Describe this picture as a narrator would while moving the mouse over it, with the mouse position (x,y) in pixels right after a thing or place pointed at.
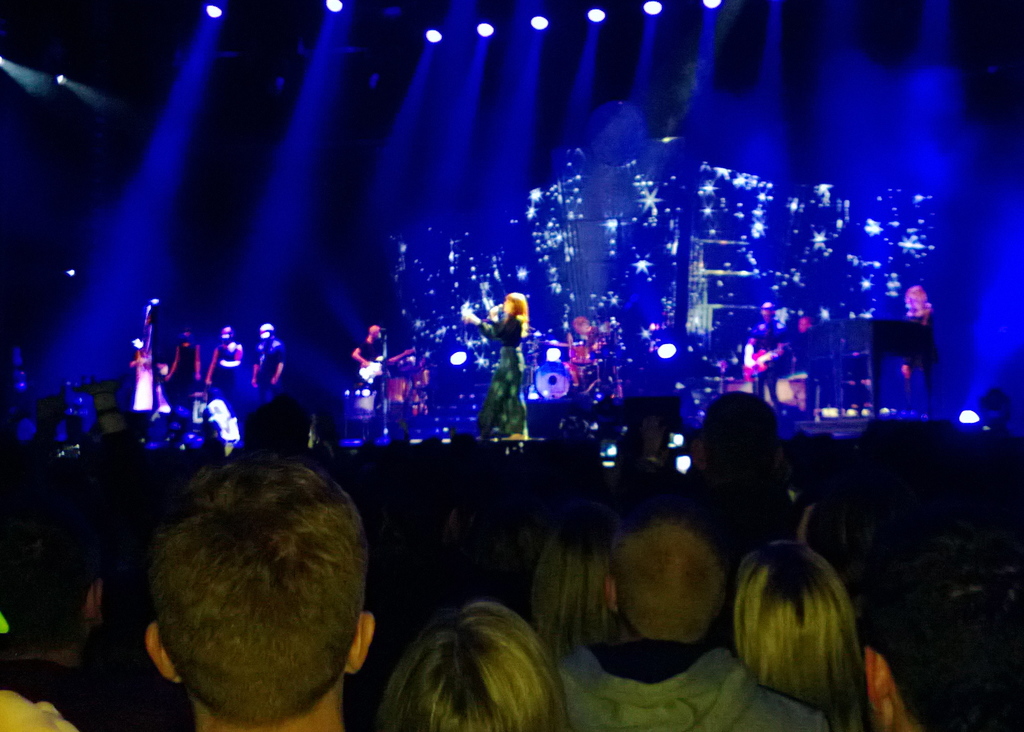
In the foreground of the image (663,580) there are people (373,623). In the center of the image (490,400) there is a lady (510,404) singing in a mic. There are people (749,373) playing musical instruments (400,350). At the top of the image (156,15) there is ceiling (249,60) with lights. In the background of the image (593,246) there is a screen (683,259).
